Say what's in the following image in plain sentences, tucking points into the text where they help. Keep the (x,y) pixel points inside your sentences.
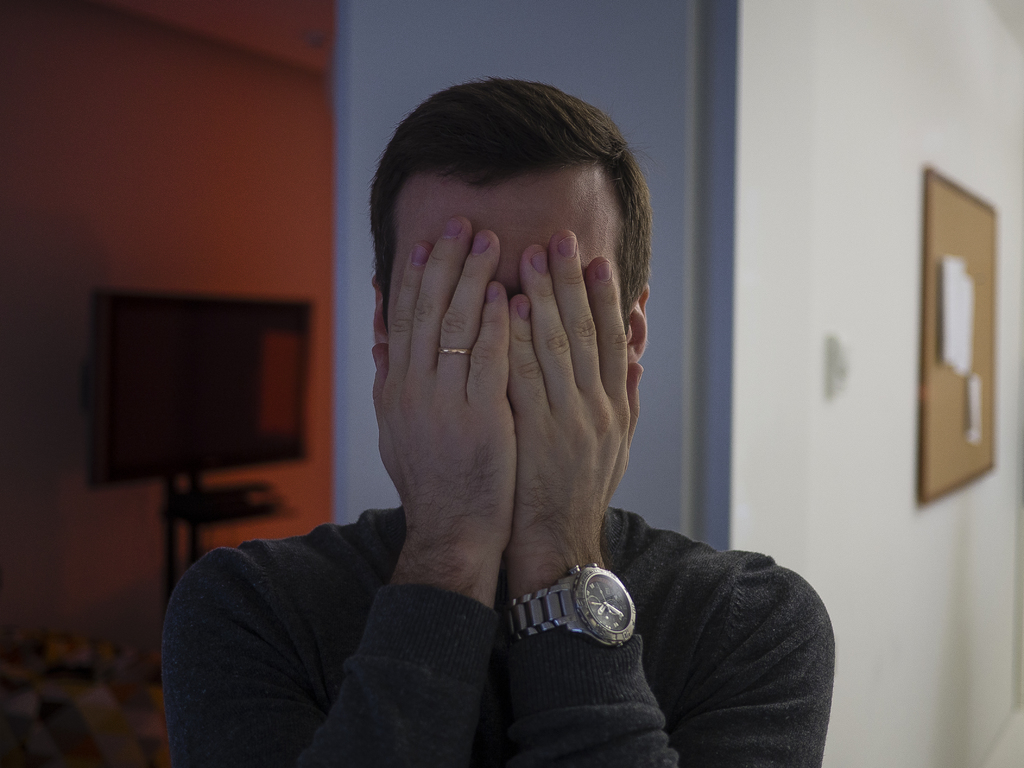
In this picture I can see there is a man (760,709) standing and covering his face (497,377) with both of his hands (485,452) and in the backdrop (228,497) I can see there is a wall (943,505) and a television (165,380) is placed on a stand (248,503) and there is a board (962,220) attached to the wall (877,516) on the right side (961,334).
